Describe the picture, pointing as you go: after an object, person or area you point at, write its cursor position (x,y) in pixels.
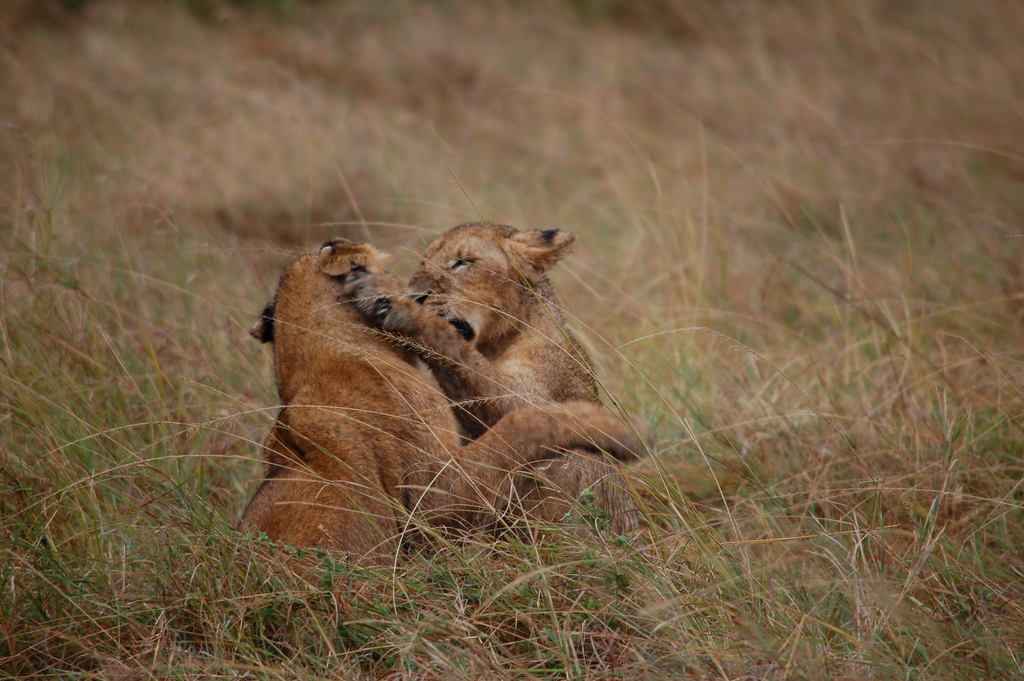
In the center of the image (482,301), we can see animals (412,317) and at the bottom (704,553), there is ground (710,511), covered with grass (667,444).
